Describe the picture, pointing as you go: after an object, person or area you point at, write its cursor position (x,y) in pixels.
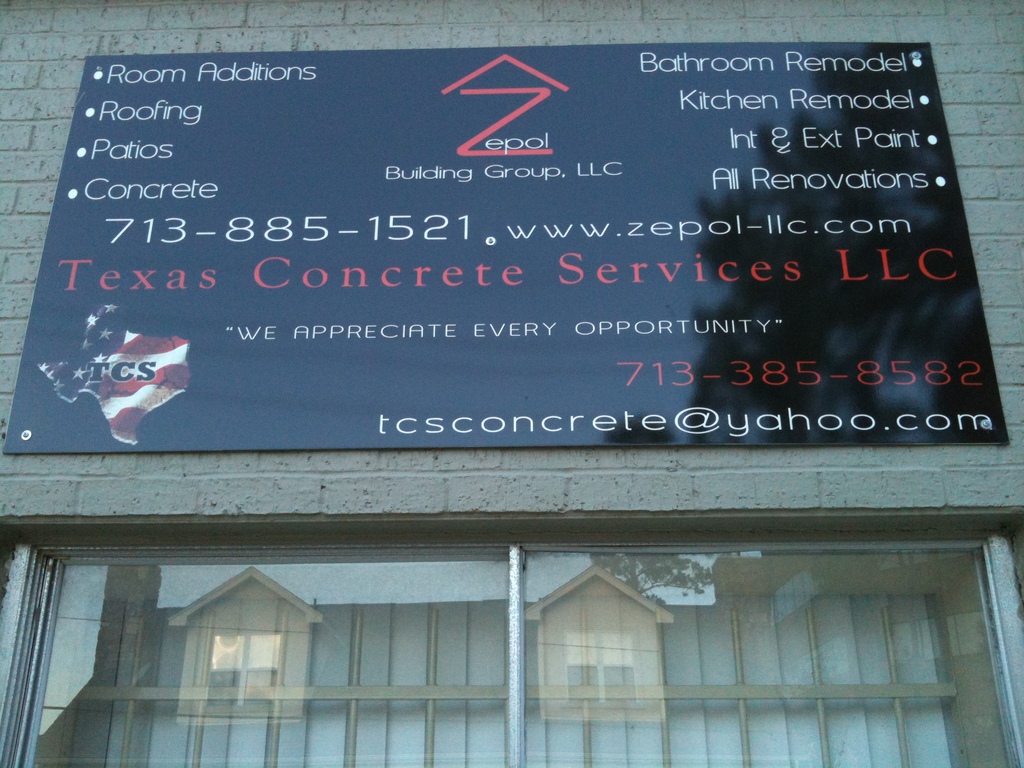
In this image we can see a building (249,487), on the building (86,25) we can see a board (262,136) with some text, there is a window (344,551), on the glass (351,631) we can see a reflection (604,611) of the building (599,629).
